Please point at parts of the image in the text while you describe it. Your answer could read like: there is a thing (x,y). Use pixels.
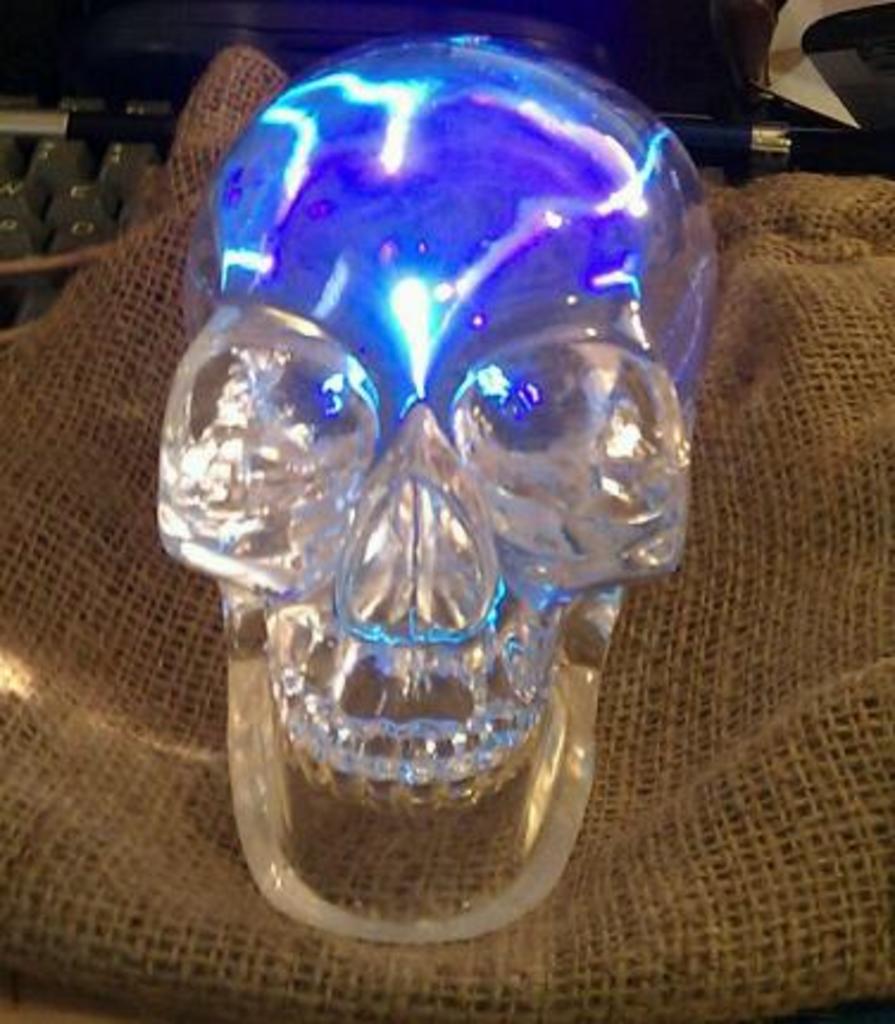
As we can see in the image there is a skull (504,526) and jute bag (779,368).
